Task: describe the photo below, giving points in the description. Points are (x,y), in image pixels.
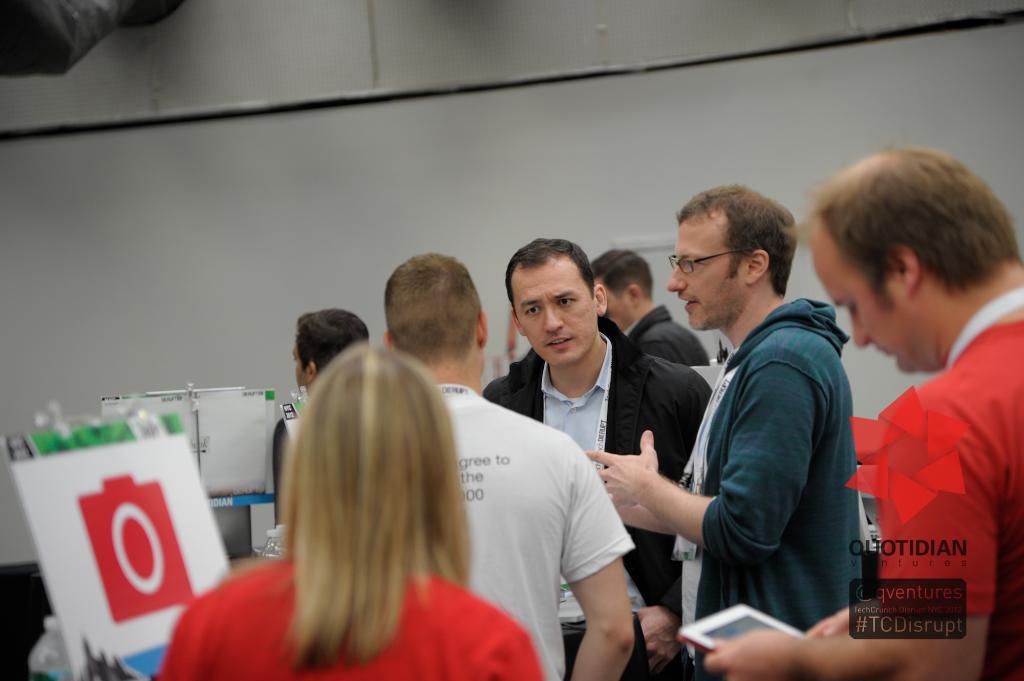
This image consists of many persons (420,477) and we can see the boards (120,543). In the background (402,199), there is a wall (744,137).
